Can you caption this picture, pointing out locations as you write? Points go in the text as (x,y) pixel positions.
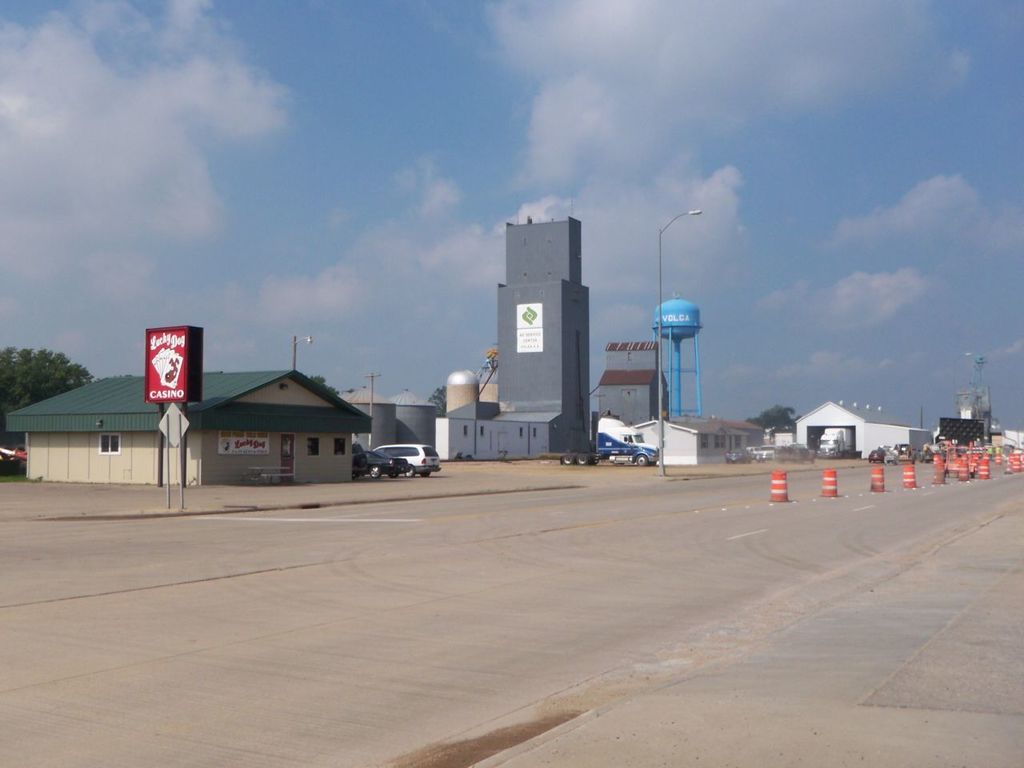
In this image there is a road (663,568) on which there are drums (880,482). In the background (313,463) there are houses (533,409) and godowns (538,421). There are vehicles (630,446) on the road (925,474). On the right side (688,324) there is a blue colour tank (676,319) in the middle (682,333). At the top (395,107) there is sky (401,127). On the left side (165,381) there is a hoarding (151,375) on the footpath (168,485).
